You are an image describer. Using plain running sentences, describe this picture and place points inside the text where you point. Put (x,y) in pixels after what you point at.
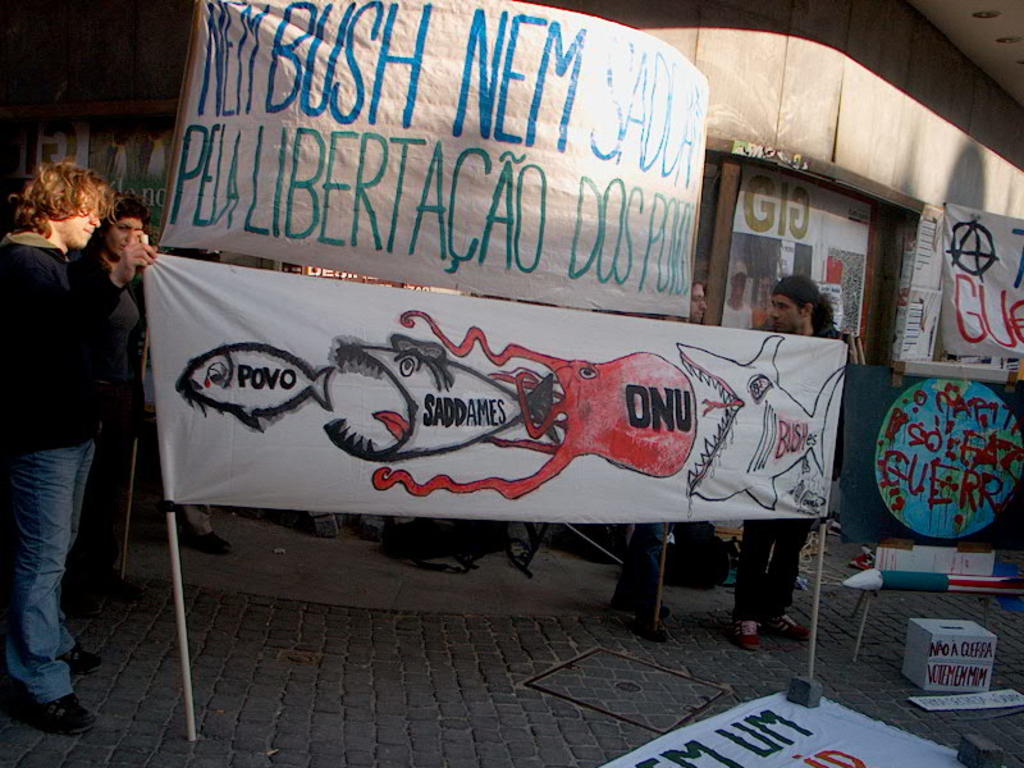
In the image in the center (425,330) we can see banners (394,239). And we can see few people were standing and holding banner (365,465). In the background (755,57) there is a building (766,63), wall (787,108), banner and few other objects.
